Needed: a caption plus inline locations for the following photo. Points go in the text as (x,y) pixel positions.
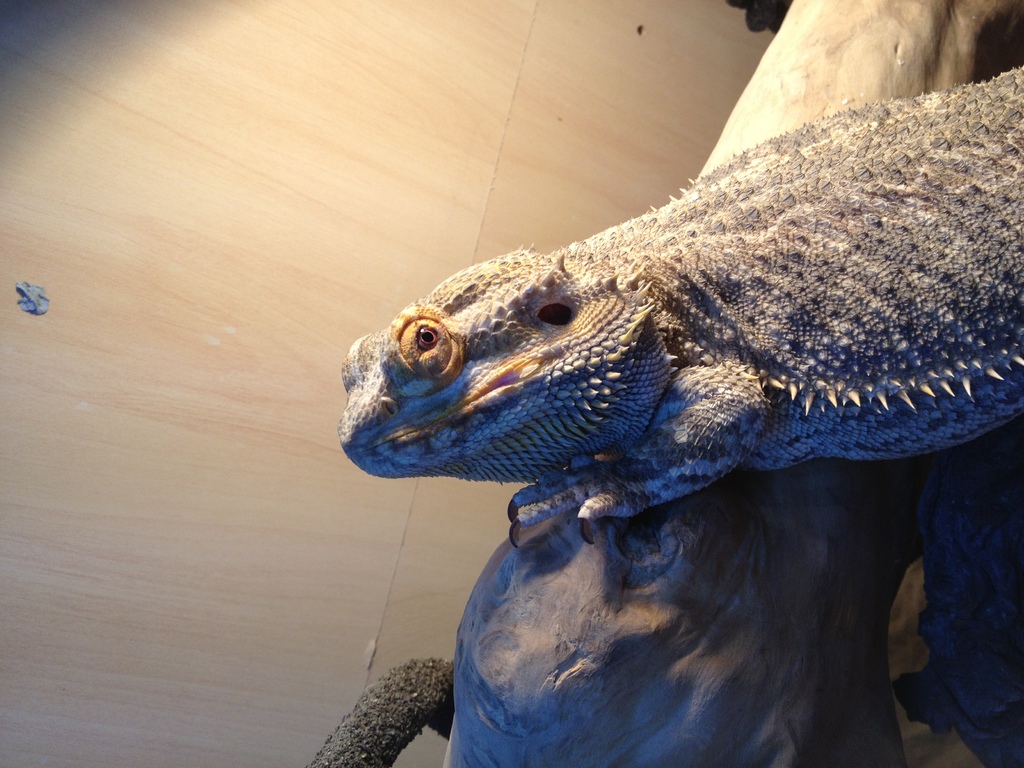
On the right (725,253) we can see a lizard (716,316) on a log (726,552) and this is a floor (216,65).
